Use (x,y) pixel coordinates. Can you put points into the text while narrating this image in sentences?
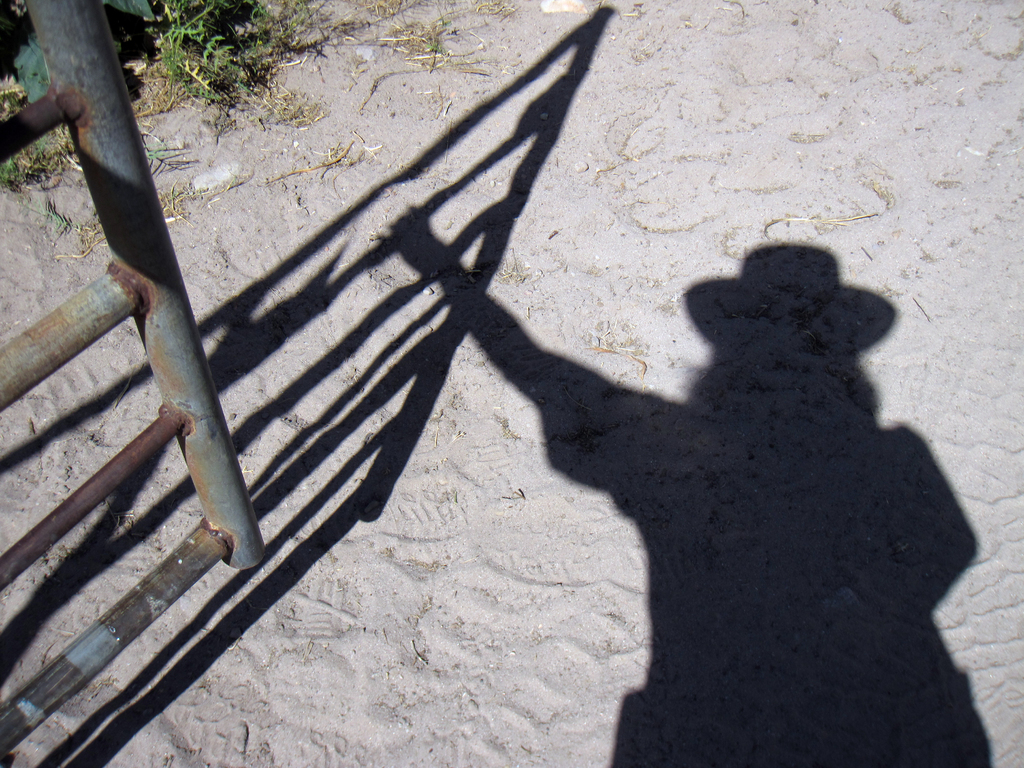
This image is taken outdoors. At the bottom of the image (519,657) there is a ground (523,509) with a little grass (228,65) on it. There is a shadow (772,627) of a person (659,468) and a gate (341,535) on the ground (537,430). On the left side of the image (207,552) there is a metal gate (181,419).
